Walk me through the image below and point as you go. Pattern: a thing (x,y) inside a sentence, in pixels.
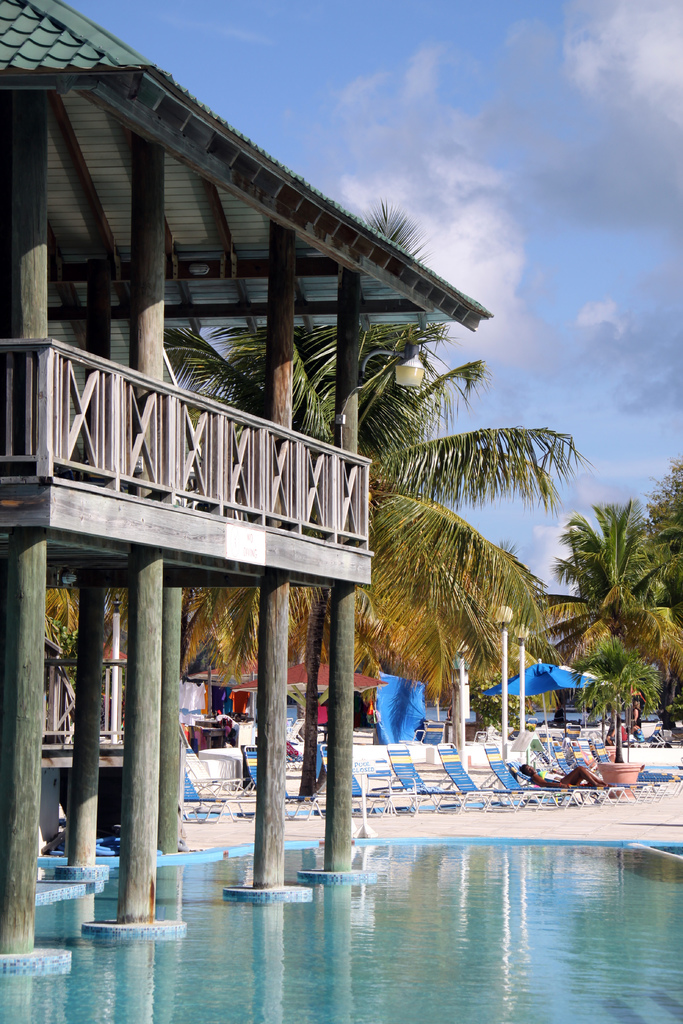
In this image there is a pool (300,883), on the left side (23,215) there is a shelter (39,301), in the background (387,790) there are lounge chairs (400,784), trees (602,641), poles (506,708) and the sky (519,206).
